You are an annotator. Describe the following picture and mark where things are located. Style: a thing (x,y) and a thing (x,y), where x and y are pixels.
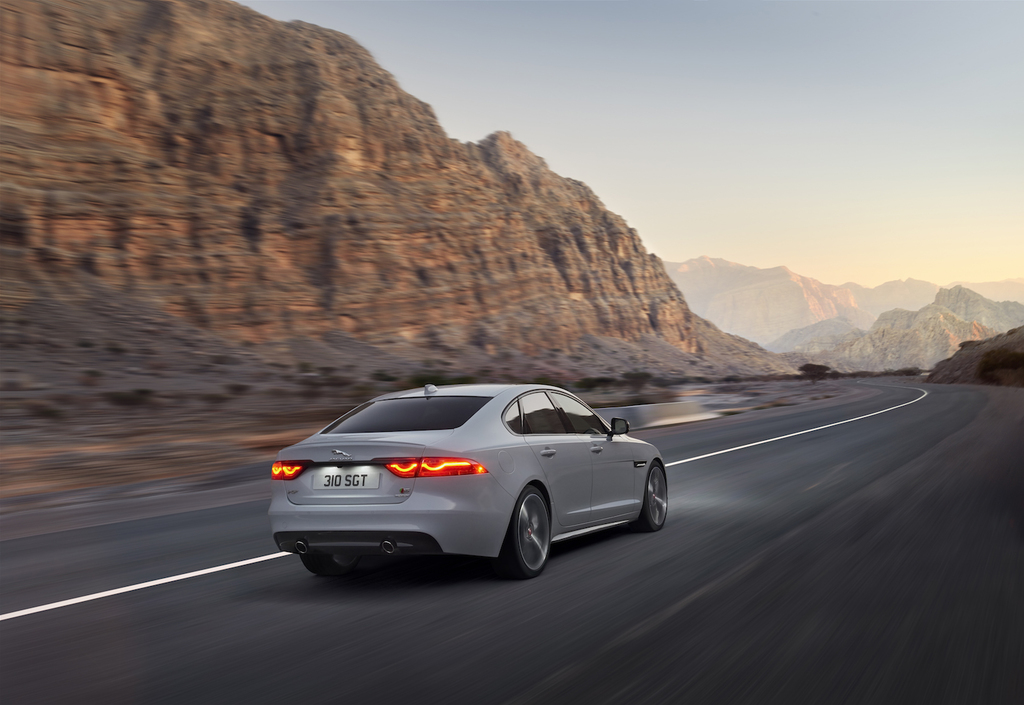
In this image we can see a car (435,479) which is white in color moving on road (487,632) and in the background of the image (505,343) there are some mountains (556,248) and clear sky (671,117).
